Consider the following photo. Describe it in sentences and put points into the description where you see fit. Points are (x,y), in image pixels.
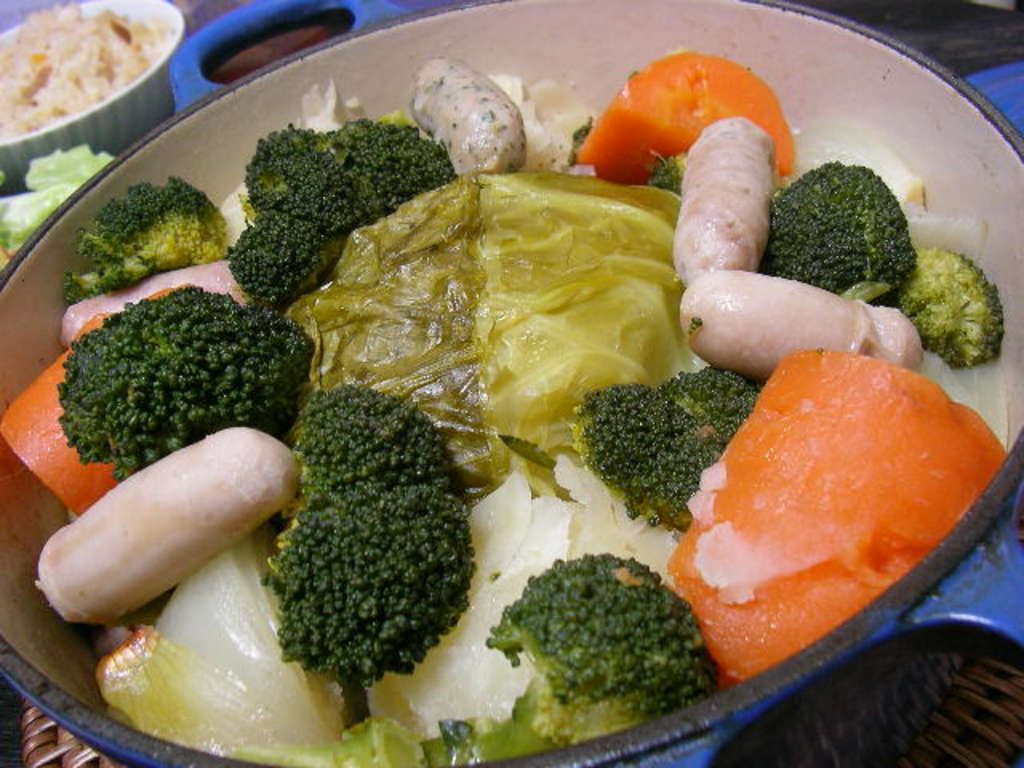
As we can see in the image there is a table (218,17). On table (32,6) there are bowls (1017,362). In bowls (18,340) there are different types of dishes (330,360).
